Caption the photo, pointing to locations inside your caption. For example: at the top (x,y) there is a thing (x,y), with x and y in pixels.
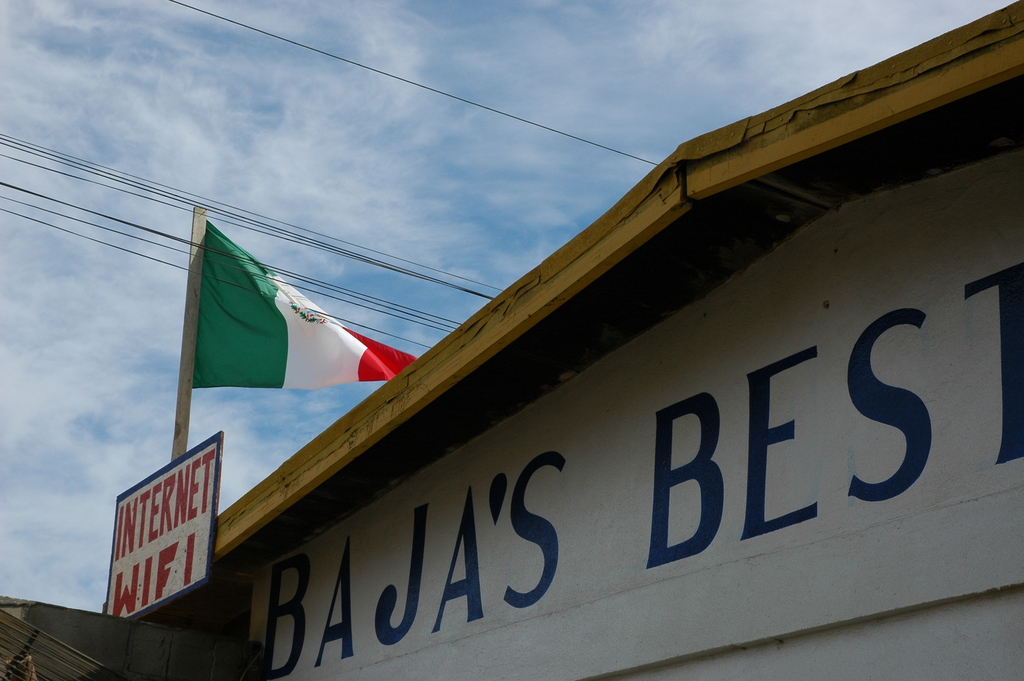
Here a flag (306,369) is there and this is the board (180,570). At the top (274,92) it is a blue color sky (204,100).
